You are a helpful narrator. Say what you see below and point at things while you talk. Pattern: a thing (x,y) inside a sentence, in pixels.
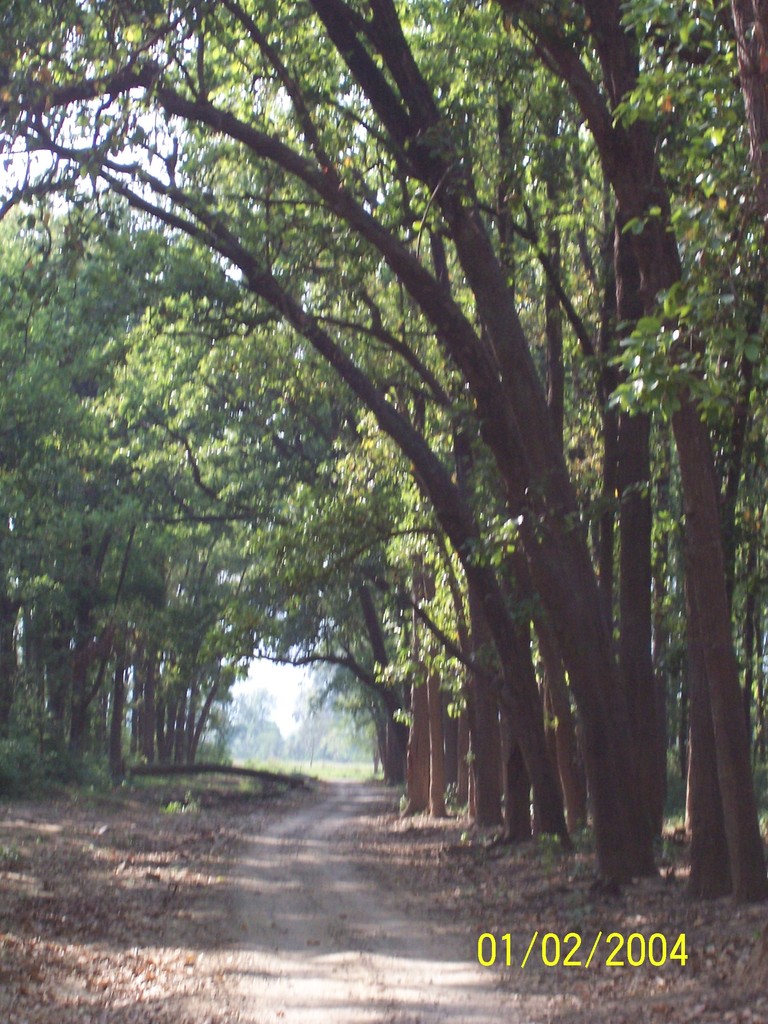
At the bottom of the image (333,906) I can see the road (278,876). On the both sides of the road (314,800) there are many trees (211,549).
